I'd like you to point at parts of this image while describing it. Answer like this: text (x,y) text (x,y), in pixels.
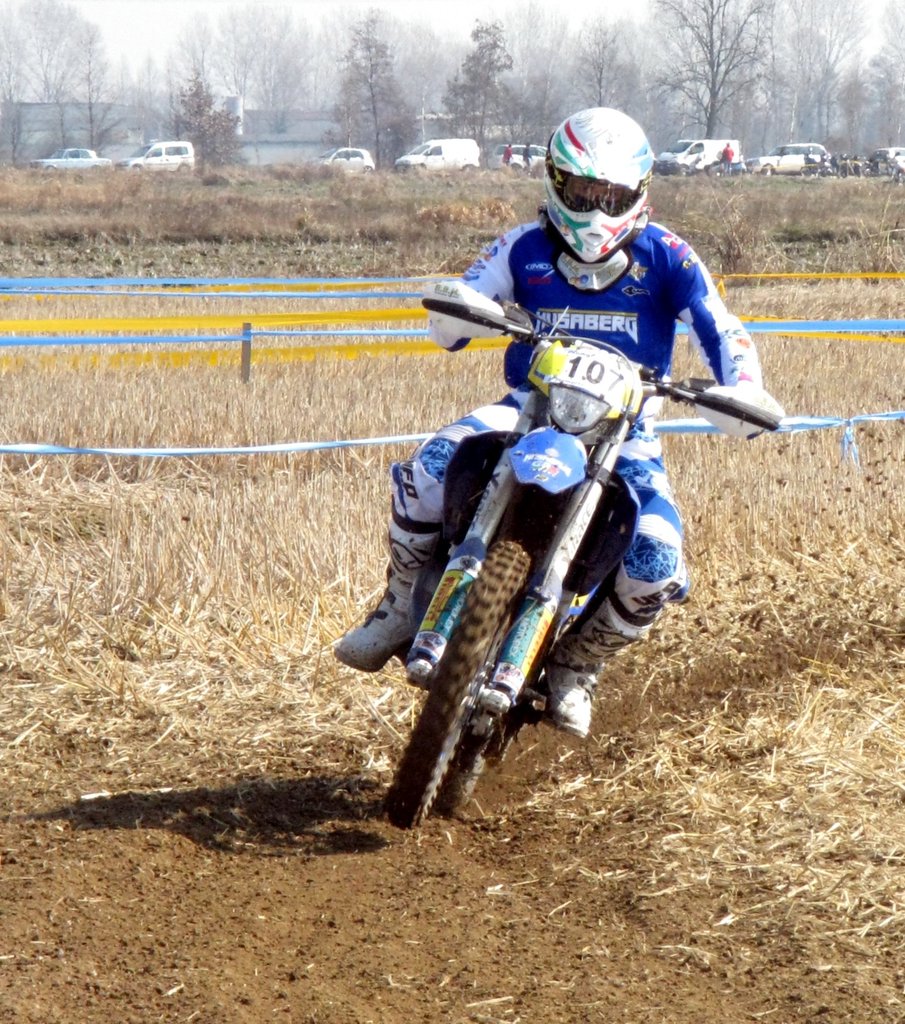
In this image we can see a person (759,372) riding a motorbike (612,474). We can also some grass (317,488), poles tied with ribbons (263,446), a group of trees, a group of vehicles (663,169) and some people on the ground (686,184). We can also see a group of trees (493,90) and the sky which looks cloudy.
